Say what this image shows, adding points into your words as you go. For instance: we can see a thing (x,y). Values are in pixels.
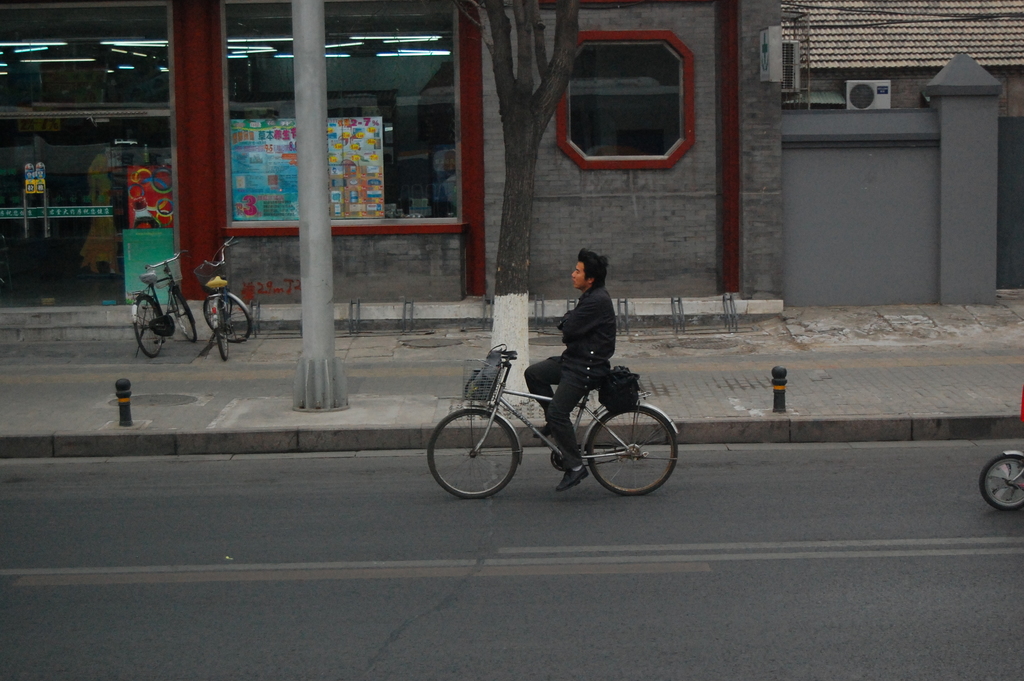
In this image in the center (565,395) there is a person (567,354) riding a bicycle (506,403). In the background (280,252) there is a pole (324,178), there is a tree (508,194), there are buildings (467,148), bicycles (222,301) and there are objects (868,85) which are white in colour, there is glass (408,129) and on the glass (411,102) there are posters (344,178) behind the glass (427,105) there are lights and there are objects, there are poles (780,385) which are black in colour. On the right side (1023,494) there is a tyre (1004,492) of the vehicle (1019,454) which is visible.
